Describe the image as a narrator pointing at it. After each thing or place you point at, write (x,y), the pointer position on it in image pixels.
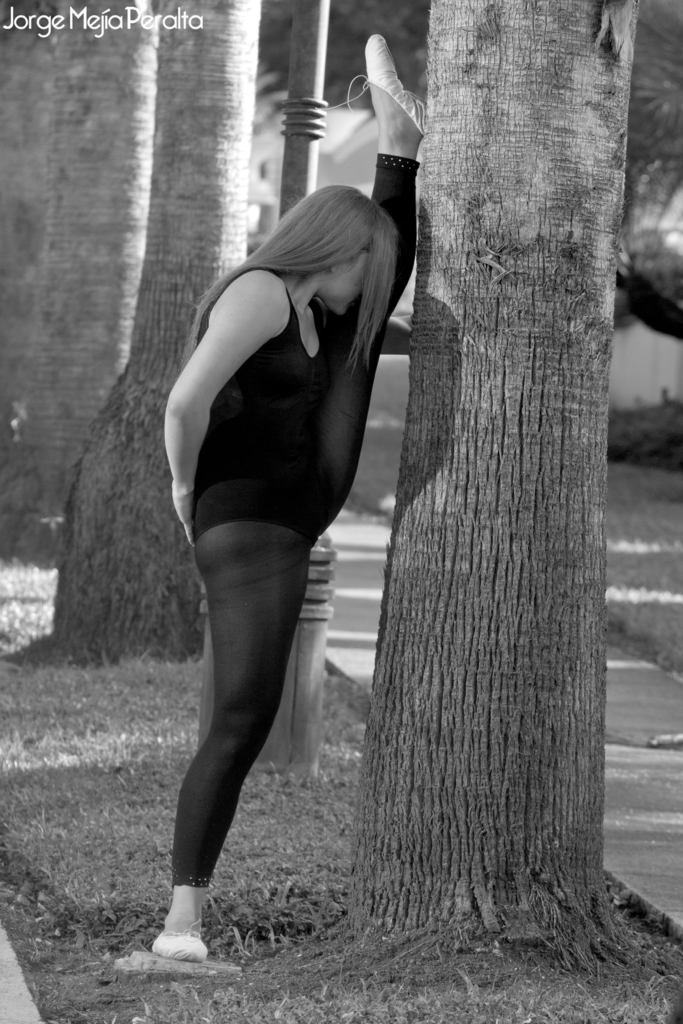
This is the black and white image where we can see a woman (230,447) is standing near the tree (530,454). Here we can see grass (44,818), the road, trees (235,256) and the pole (299,150) in the background (273,81). Here we can see the watermark (177,25) on the top left side of the image (44,13).
